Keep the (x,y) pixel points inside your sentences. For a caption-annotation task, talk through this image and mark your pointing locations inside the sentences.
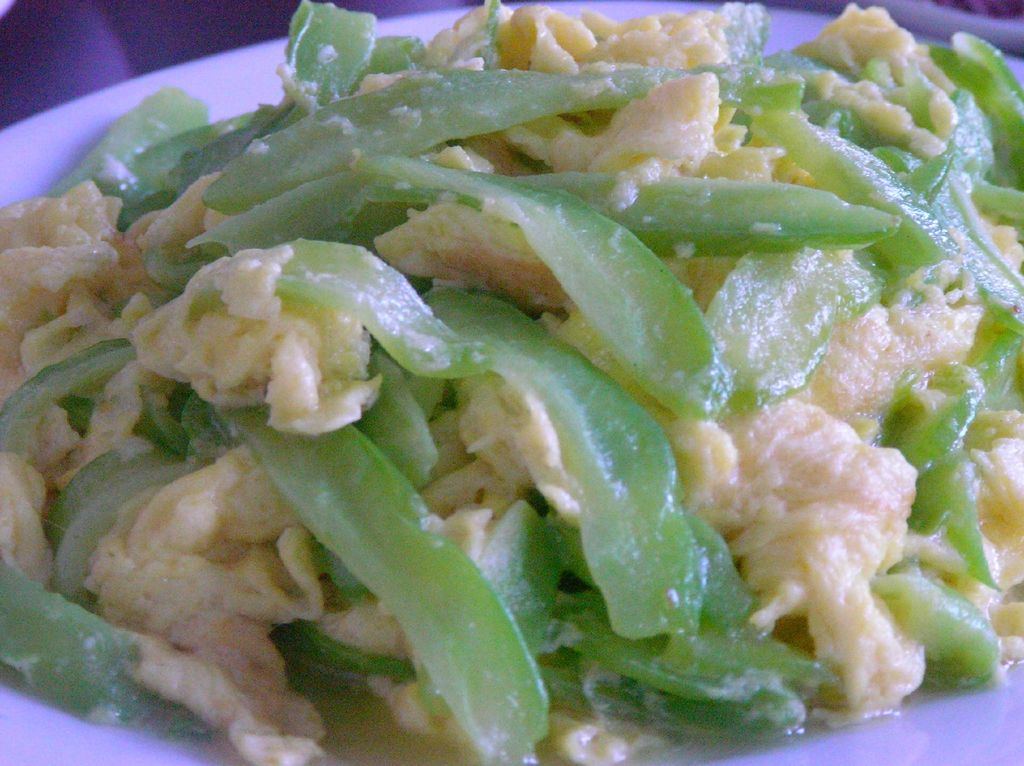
There are food items (368,463) on a white plate (949,705).
